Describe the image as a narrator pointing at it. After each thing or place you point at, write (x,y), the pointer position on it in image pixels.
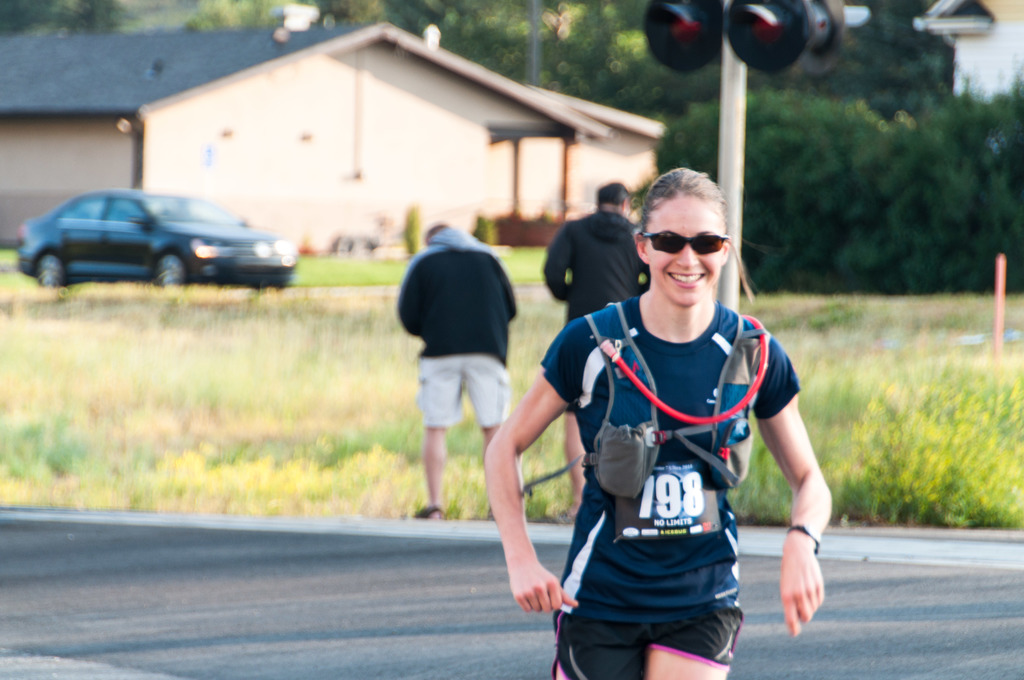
In the image we can see there is a woman (682,452) running and wearing sunglasses (669,248). There are people (433,329) standing on the ground (335,471) and the ground (414,408) is covered with grass (248,356). There are trees (958,154) and there is a building (226,156). Behind there is car (191,223) parked on the ground (516,277).
